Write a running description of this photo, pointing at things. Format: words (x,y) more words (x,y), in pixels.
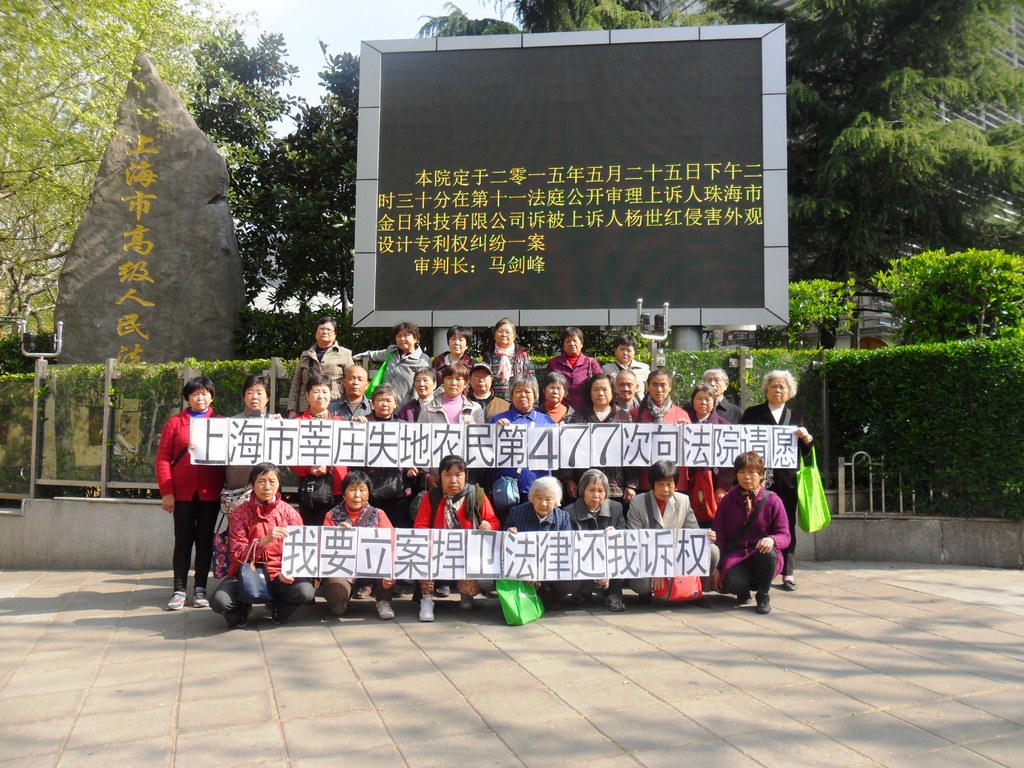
In this image I can see the group of people (595,476) with different color dresses (596,526). I can see few people (447,499) are holding the boards (473,551). In the background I can see the metal poles (32,432), plants (71,438), board (521,254) and the rock (158,239). I can see many trees (67,64) and the sky (289,26) in the back (257,134).
